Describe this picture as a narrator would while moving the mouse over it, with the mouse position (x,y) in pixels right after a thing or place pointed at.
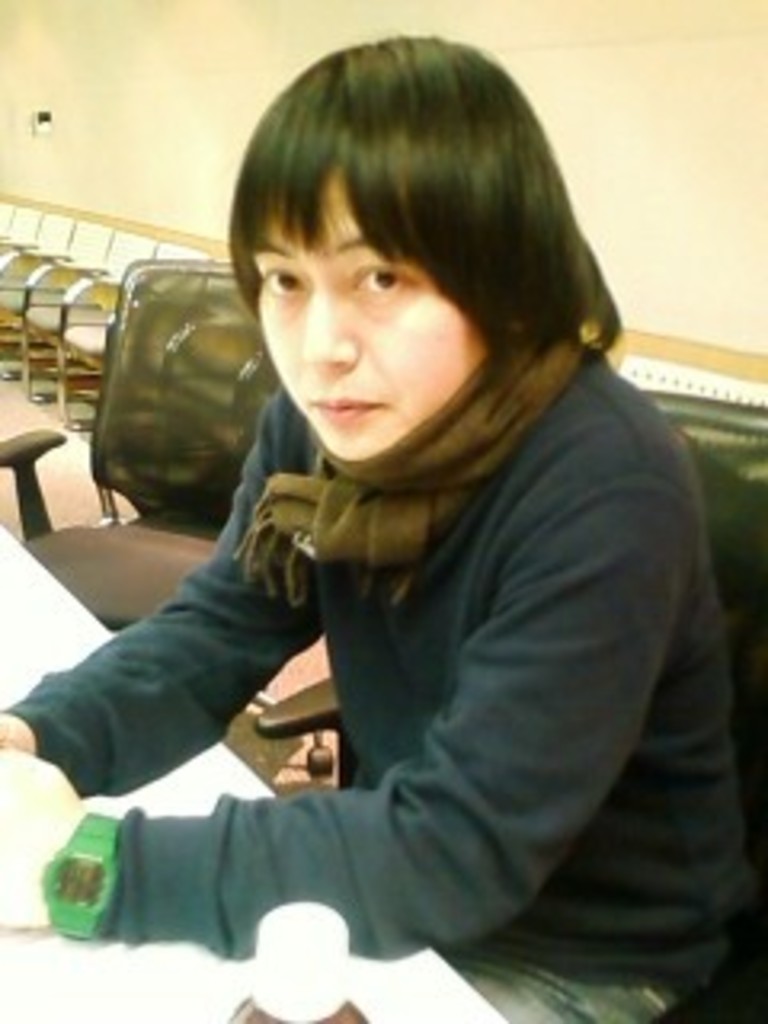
In this image, a woman (625,761) is sitting on the chair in front of the table (215,795) and wearing a green color watch (77,892) in her hand (73,895) and a scarf (459,472). The background wall (117,85) is light yellow in color. This image is taken inside a room (419,455).
